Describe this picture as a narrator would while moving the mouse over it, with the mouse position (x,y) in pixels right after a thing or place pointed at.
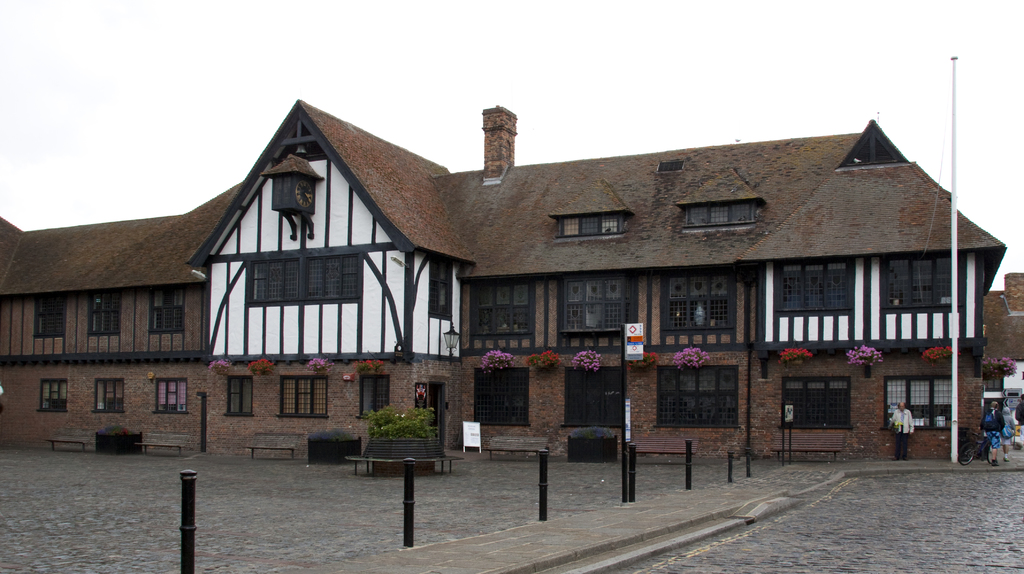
In this image in the center (448,323) there is a building (355,296). In the front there are poles (412,490) and on the right side of the building (857,434) there are persons (997,428) and the sky (422,69) is cloudy and in front of the building (915,229) there is a pole (955,348) which is on the right side (954,165).
